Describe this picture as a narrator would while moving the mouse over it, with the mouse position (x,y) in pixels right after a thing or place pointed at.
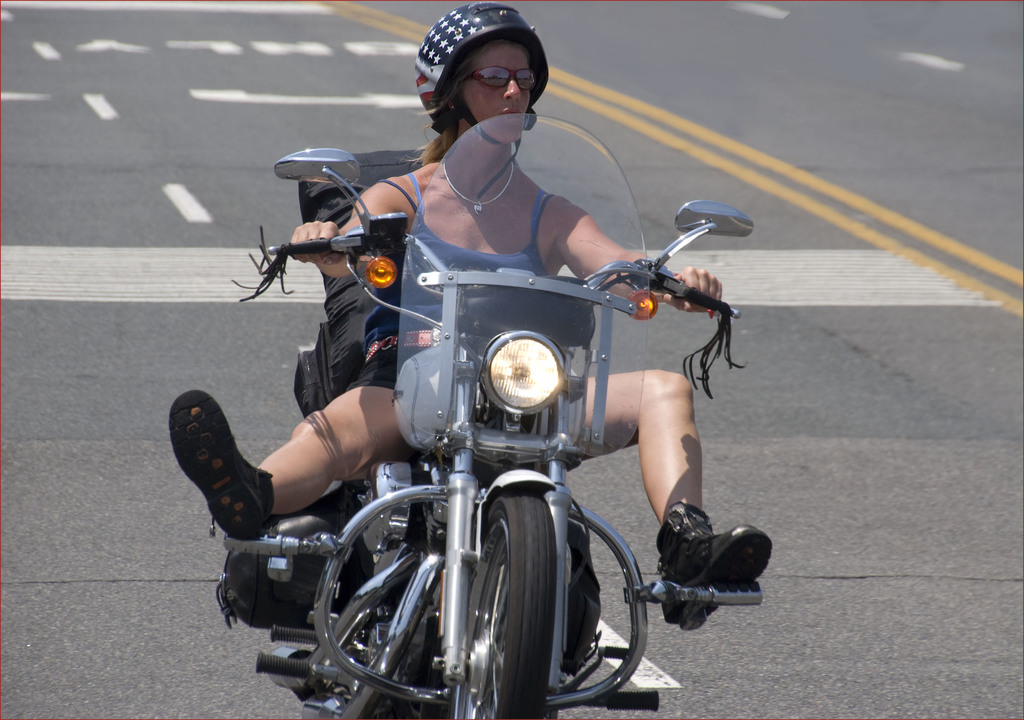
In this image I can see a woman (397,436) riding the bike (432,597) on the road (181,554). She's wearing a black color helmet (452,27) on head (443,78).
